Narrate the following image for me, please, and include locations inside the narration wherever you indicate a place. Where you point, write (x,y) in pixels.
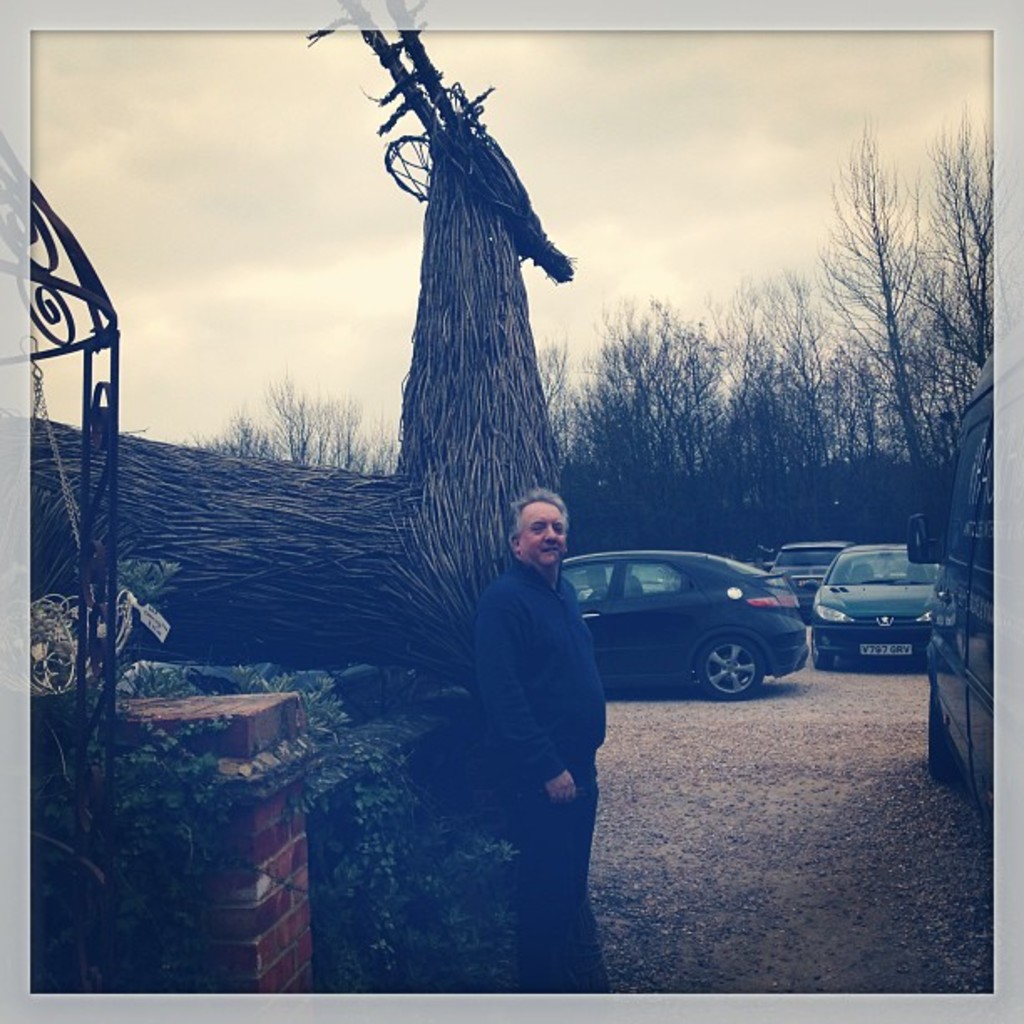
In this image we can see a person (525,726) wearing blue color dress (502,750) standing near the wall (268,699), there are some vehicles (758,594) parked on the road (710,982), in the foreground of the image (231,869) there is a wall (279,841), plants (162,827) and in the background of the image (668,542) there are some trees (737,353), cloudy sky (287,371).
